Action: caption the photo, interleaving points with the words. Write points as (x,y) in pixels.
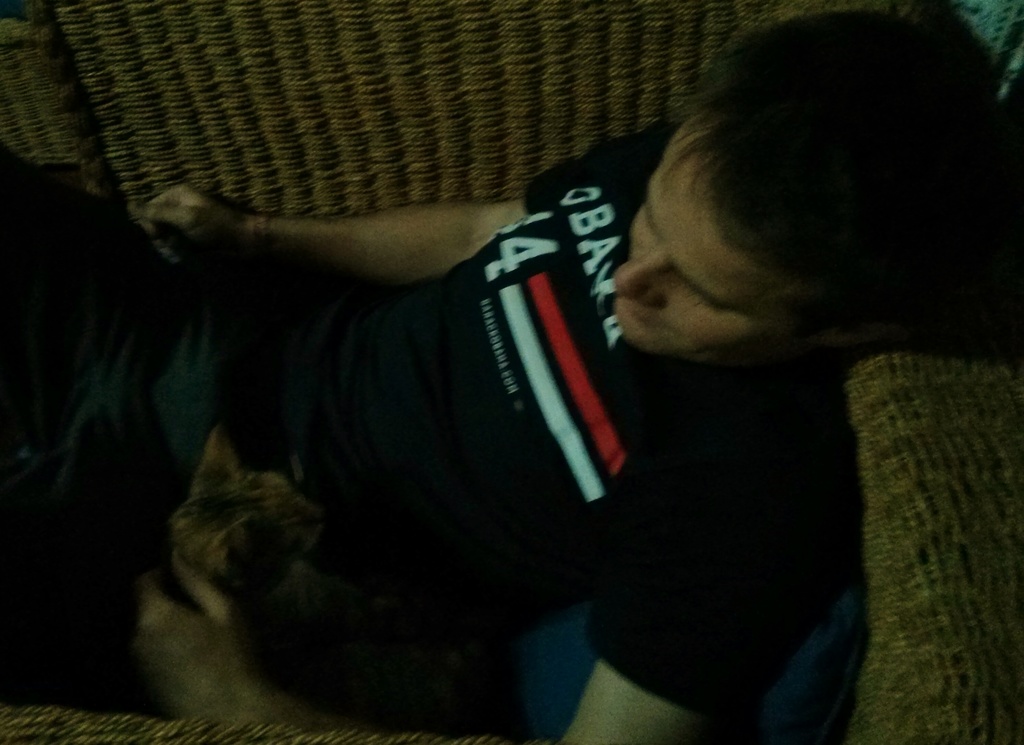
This man (519,386) wore black t-shirt (558,365) and laying on this couch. Beside this man (460,435) there is a cat (293,611) and he is holding this cat (305,618).
